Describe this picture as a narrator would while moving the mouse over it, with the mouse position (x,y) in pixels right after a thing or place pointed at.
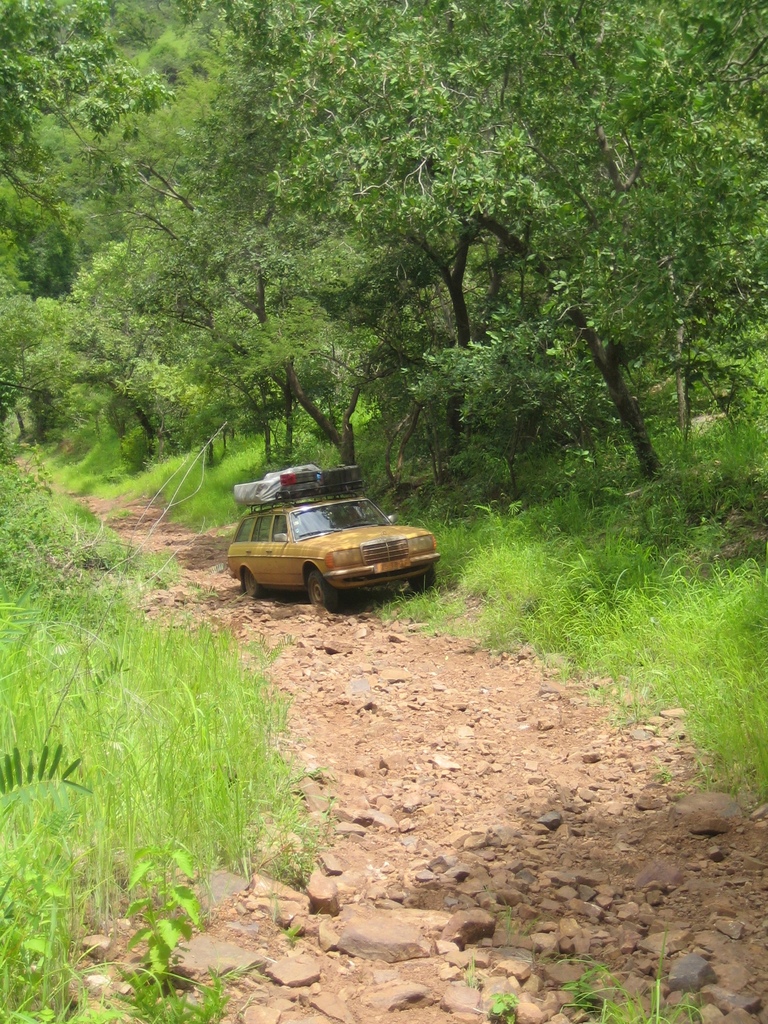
In this picture we can see baggage (287,482) on the car (287,557), beside to the car (309,523) we can find few plants (537,552) and trees (396,240).
